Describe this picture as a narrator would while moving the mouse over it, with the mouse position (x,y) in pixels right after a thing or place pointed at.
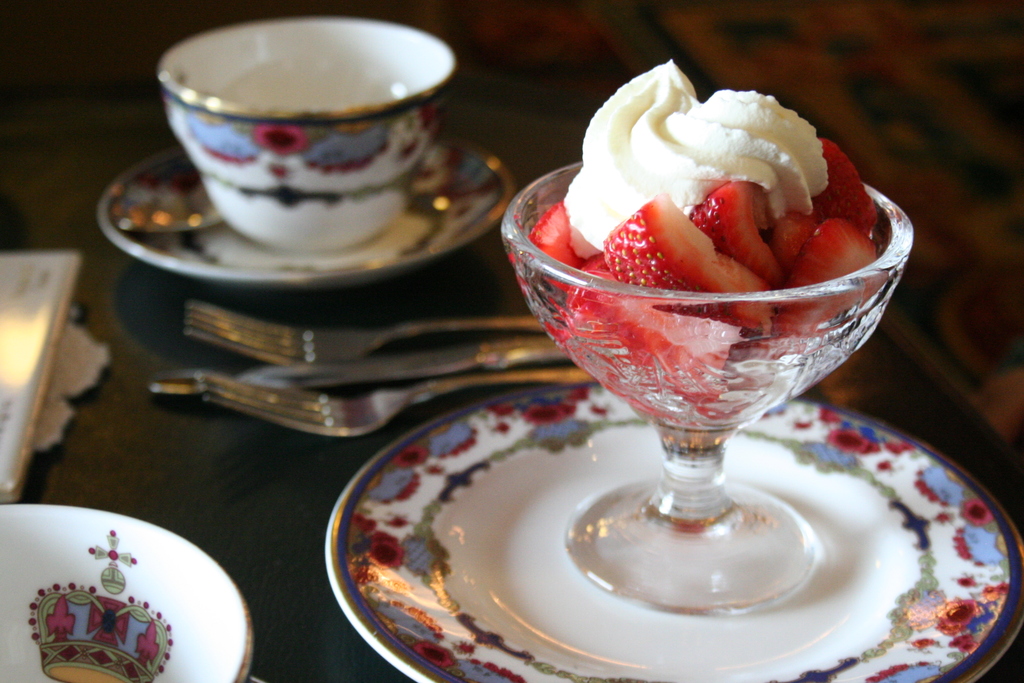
In this picture we can see plates (425,236), cup (226,185), glass (680,356) with fruits (755,235) and cream (594,193), forks (240,393), knife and objects (45,331) on the platform (85,271). In the background of the image (856,90) it is blurry.
